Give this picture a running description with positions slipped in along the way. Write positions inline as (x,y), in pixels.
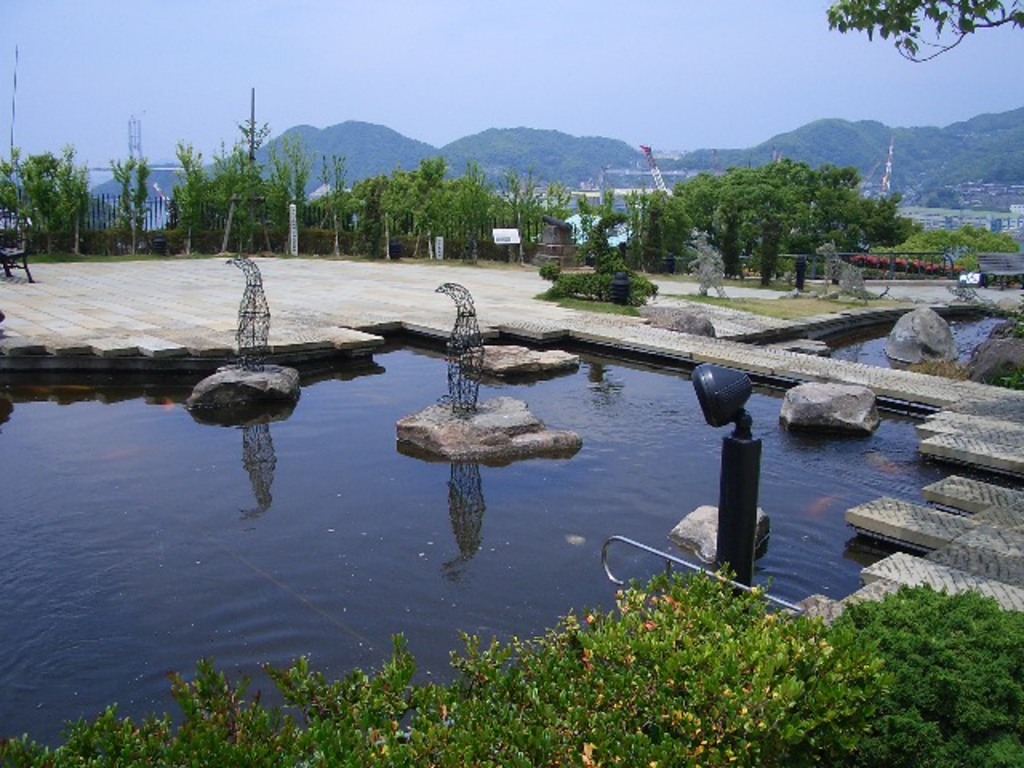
There is water (295,651) and there are few rocks (496,450) in between it and there are trees (494,207) and buildings (577,219) in the background (783,181).
